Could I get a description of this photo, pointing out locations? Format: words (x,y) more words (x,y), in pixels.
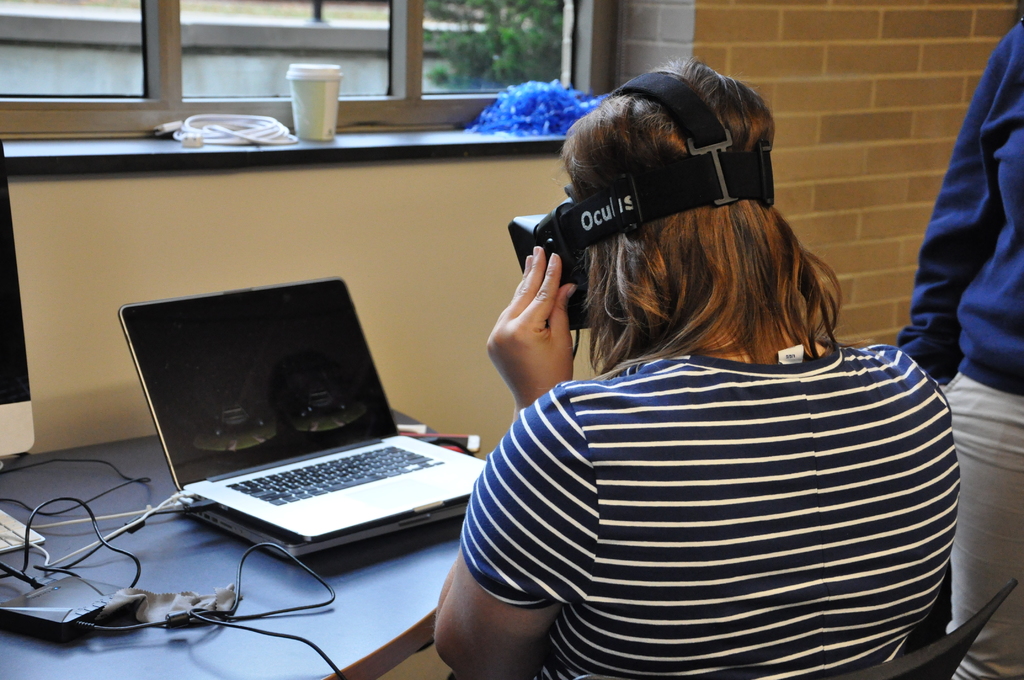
In this image we can see a woman (639,441) sitting on the chair (903,656) and wearing Oculus (672,172) in front of the table (286,559) and on the table (191,531) we can see the laptop (232,469) and also wires (197,620). In the background (978,206), we can see some other person (975,234) standing. We can also see the wall (755,83), window (273,82), cable (199,137) and cup (329,86) and through the window (419,20) we can see the tree (485,57).
